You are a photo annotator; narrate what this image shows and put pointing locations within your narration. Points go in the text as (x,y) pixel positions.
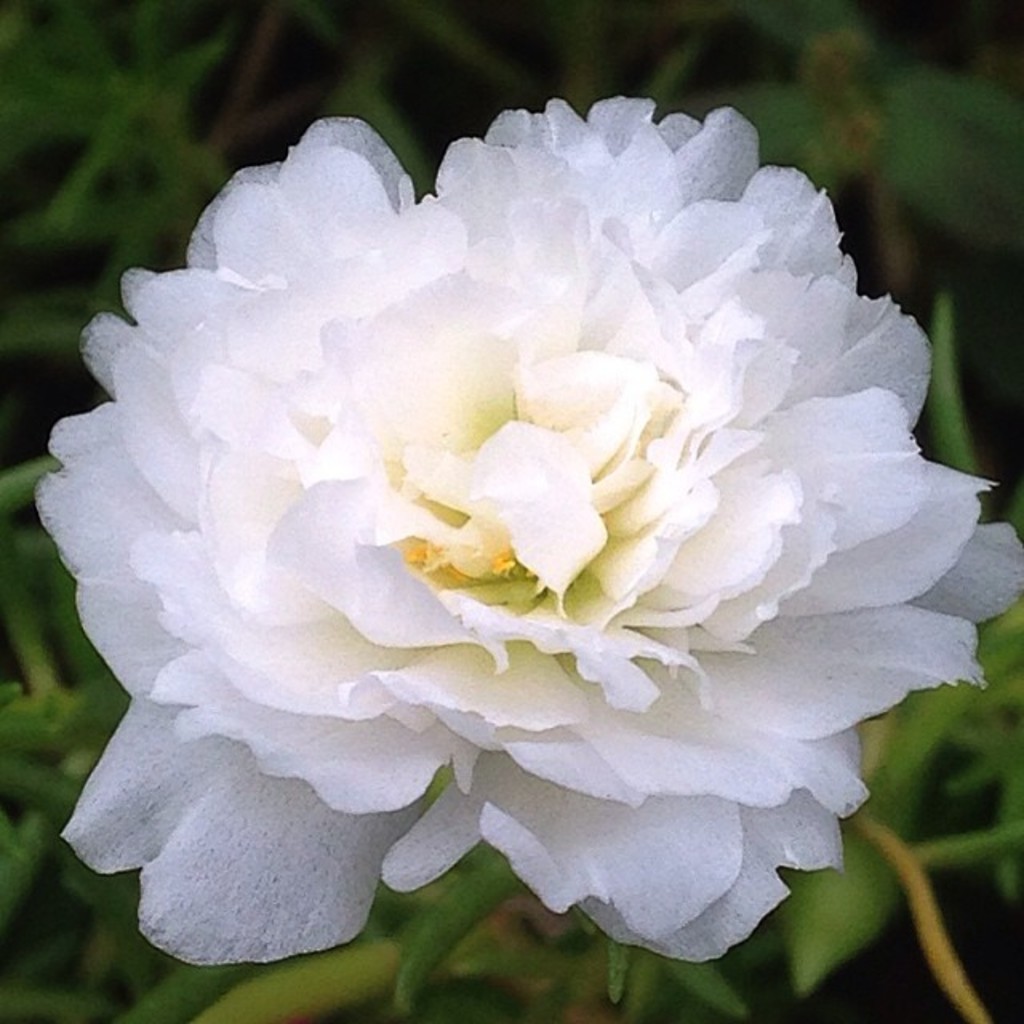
This is a zoomed in picture. In the foreground (728,709) there is a white color flower (422,451) and the green leaves (822,900) of a plant (953,834). In the background (671,39) we can see the plants (213,160).
